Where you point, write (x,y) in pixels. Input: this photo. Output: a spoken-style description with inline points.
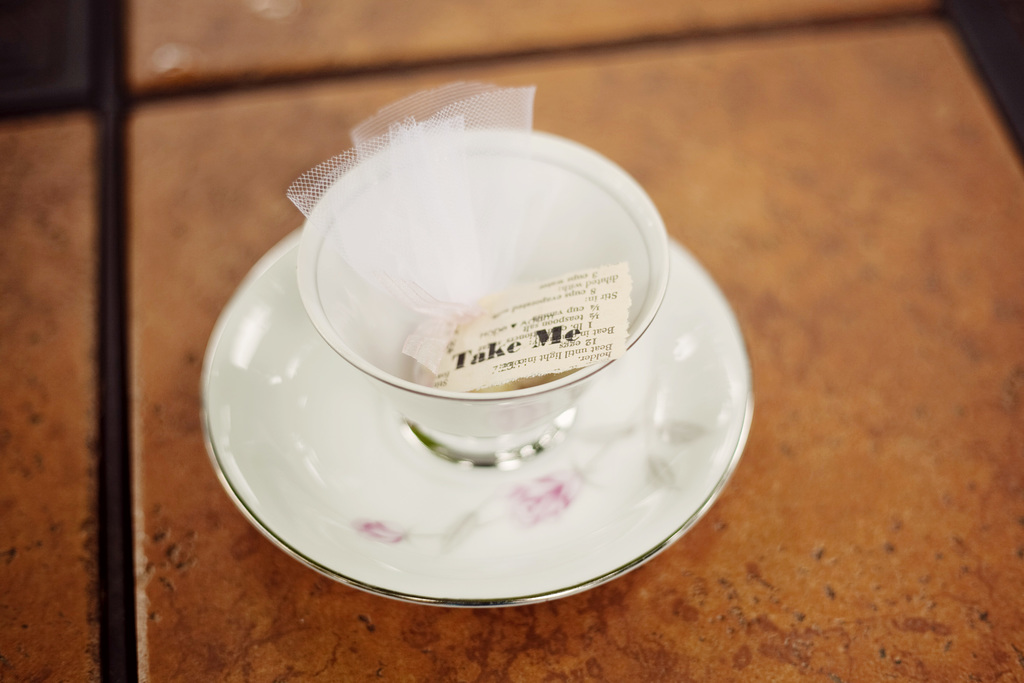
In this image we can see a cup (559,356) containing a paper (562,344) with text (510,334) and net (472,261) is placed on the saucer (363,450) kept on the surface (185,281).
